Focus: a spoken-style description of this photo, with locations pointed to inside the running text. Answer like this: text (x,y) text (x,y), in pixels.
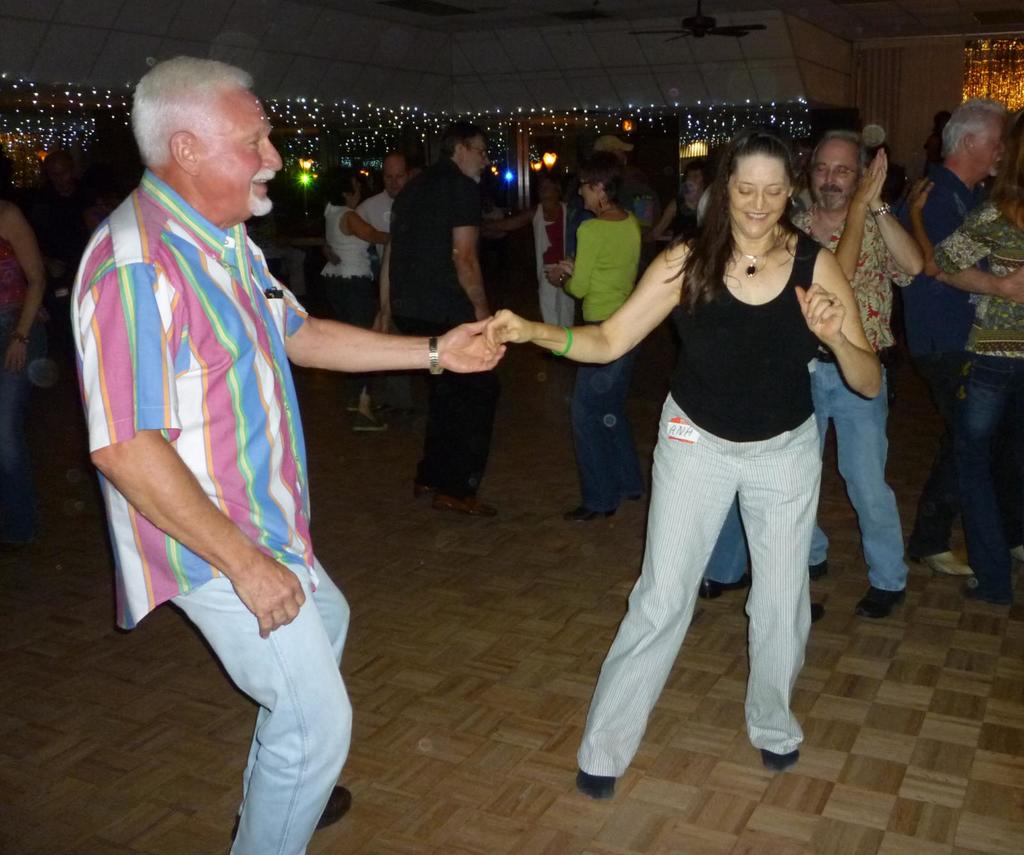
In this image in the front (258,454) there are persons (718,420) dancing and smiling. In the background (572,196) there are persons (936,183) standing and dancing and there are lights (402,141) and there are fans (667,29) and there is a wall (923,86) on the right side (939,74).
